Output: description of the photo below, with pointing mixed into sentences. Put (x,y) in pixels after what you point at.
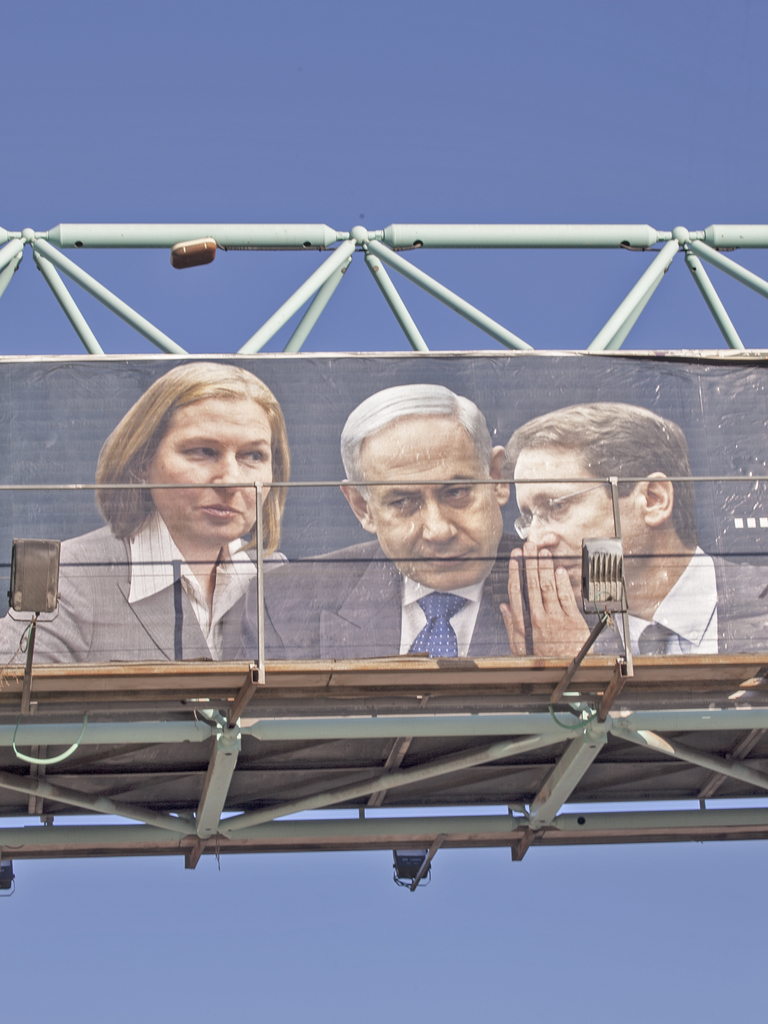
There is a bridge (602,667) which is having fencing (683,232) on which, there is a hoarding (459,438). In which, there are three persons (482,485). And there are lights (589,579) attached to the fencing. In the background (149,257), there is blue sky (446,87).
